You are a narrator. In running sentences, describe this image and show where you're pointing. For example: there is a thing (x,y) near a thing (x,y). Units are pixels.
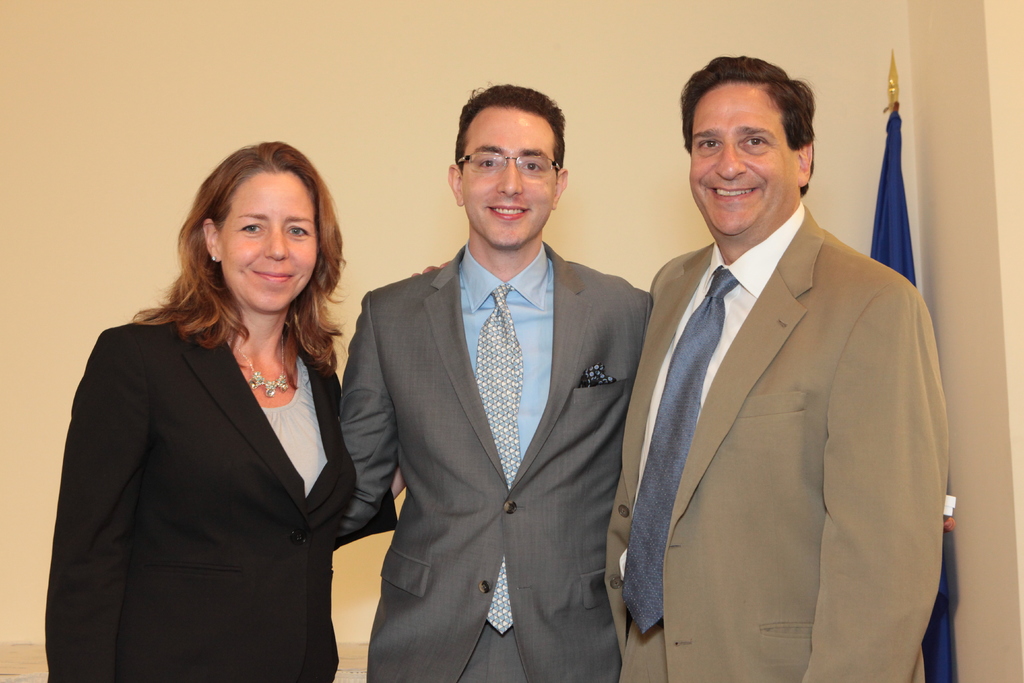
In this image in front (174,659) there are three people (541,360) wearing a smile on their faces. On the right side of the image (946,564) there is a flag (947,638). In the background of the image (323,85) there is a wall (225,44).
